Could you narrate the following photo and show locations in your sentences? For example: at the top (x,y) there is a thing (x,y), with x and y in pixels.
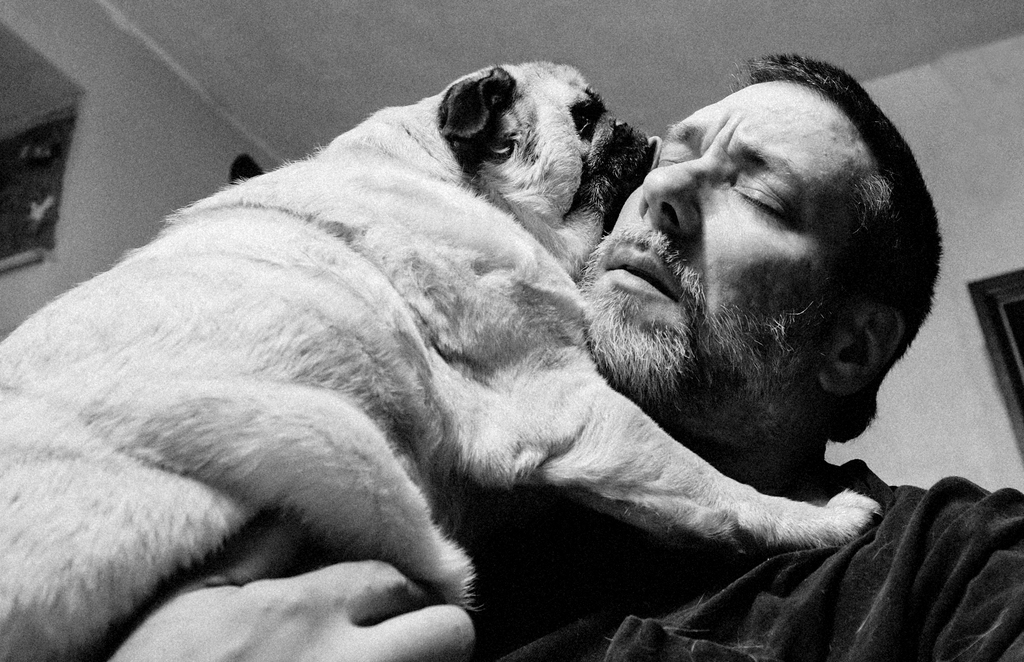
A person (728,164) is holding dog (602,390). In the background (990,214) there is roof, wall (990,214).
